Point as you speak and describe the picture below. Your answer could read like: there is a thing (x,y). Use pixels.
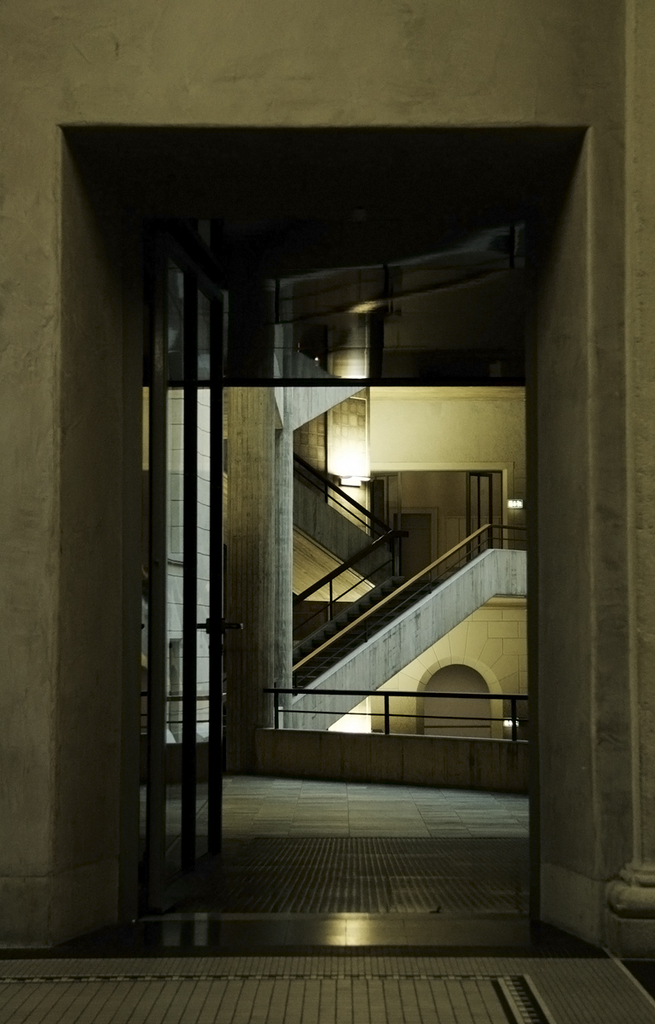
In this picture I can see a building (489,58), there are lights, stairs (397,611), doors (412,518) and staircase holders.
